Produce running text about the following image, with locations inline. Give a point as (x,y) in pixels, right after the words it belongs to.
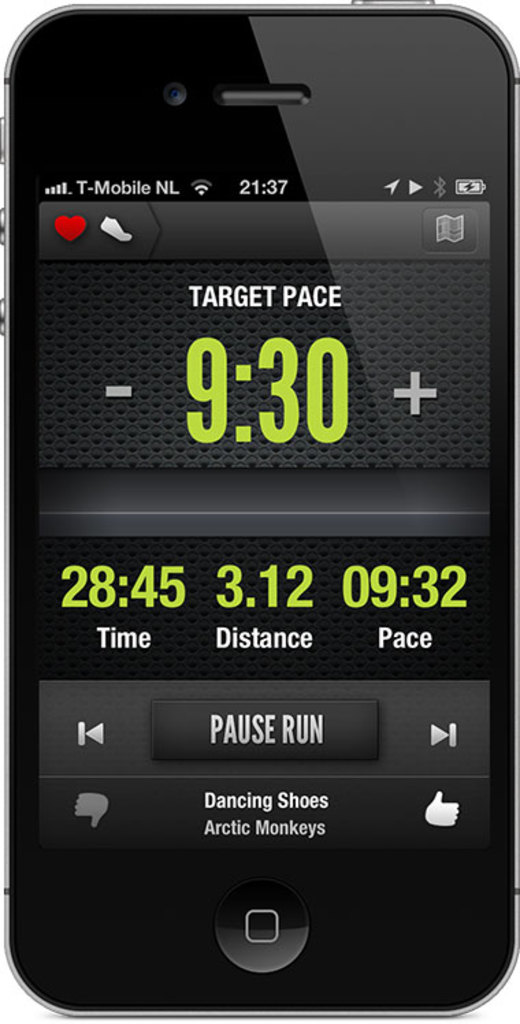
In this picture we can see a mobile (479,989) and in this mobile screen (423,274) we can see some symbols (468,187).
